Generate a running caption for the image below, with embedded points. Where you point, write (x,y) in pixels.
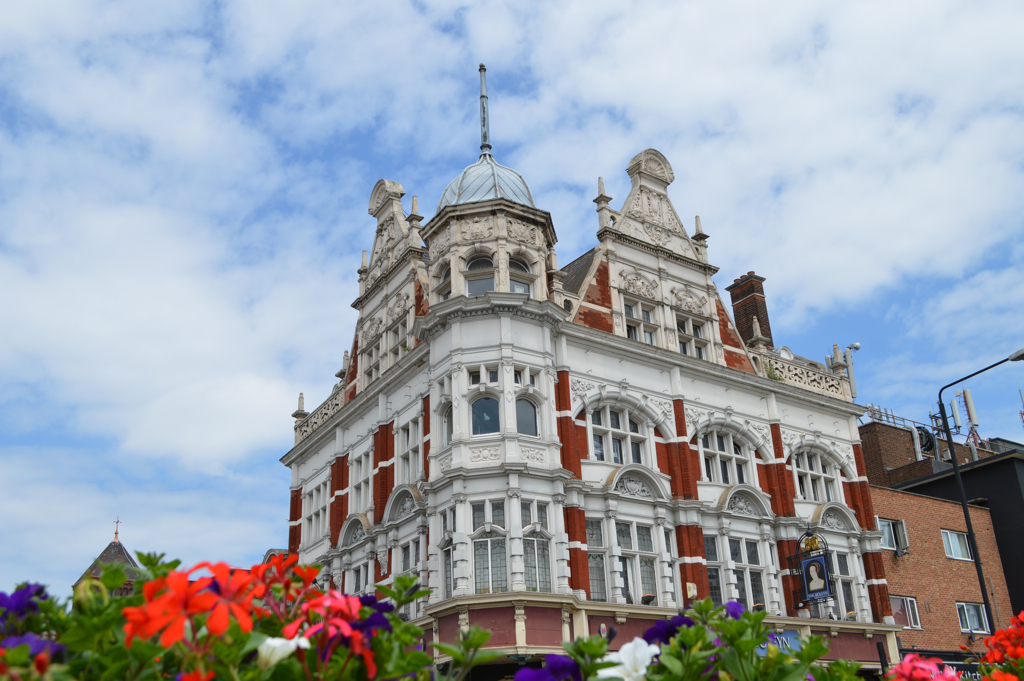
In the background (429,67) we can see the clouds (565,53) in the sky (565,53). In this picture we can see the buildings (994,503), windows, board (964,661), light pole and few objects (981,445). At the bottom portion of the picture (763,642) we can see the green leaves (675,662) and colorful flowers (239,616).
